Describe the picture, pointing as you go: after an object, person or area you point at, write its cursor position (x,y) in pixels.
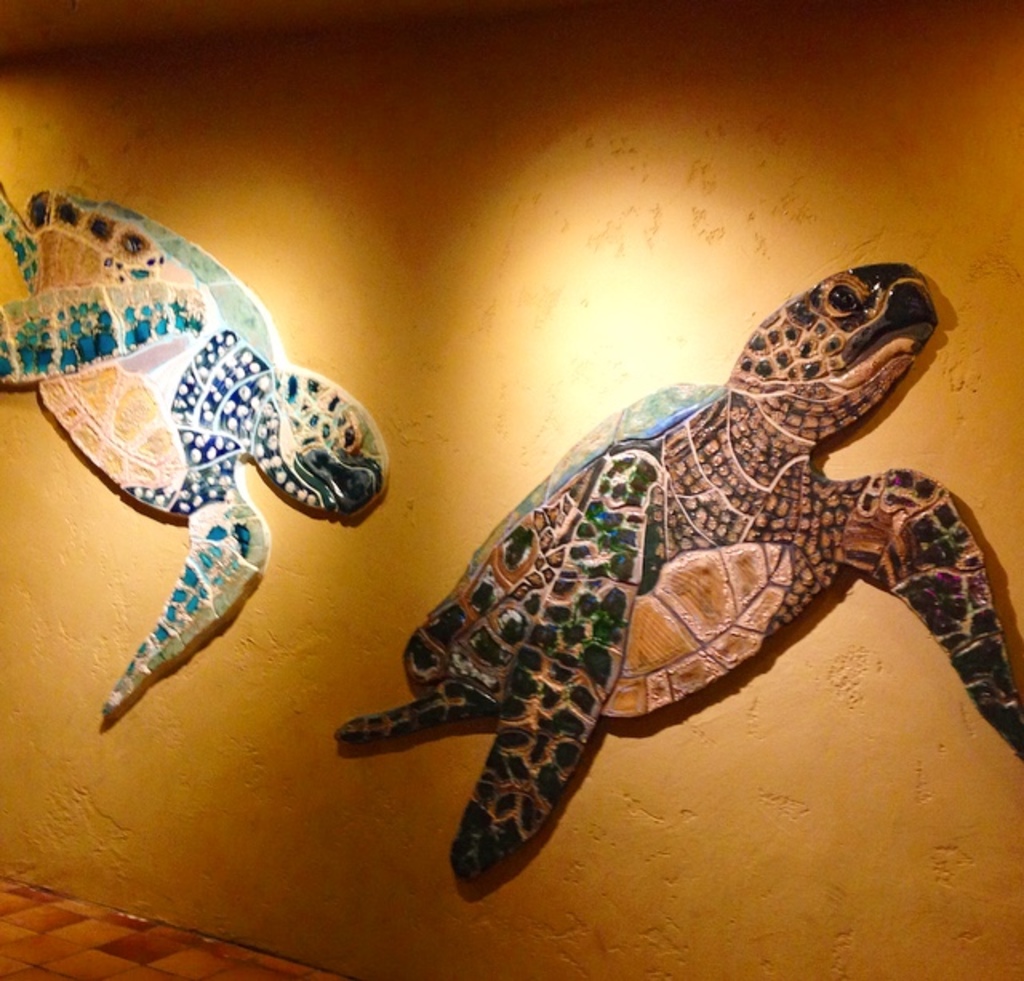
In this image there are depictions of turtles (301,500) on the wall (471,285). At the bottom of the image (149,944) there is a floor (124,952).
